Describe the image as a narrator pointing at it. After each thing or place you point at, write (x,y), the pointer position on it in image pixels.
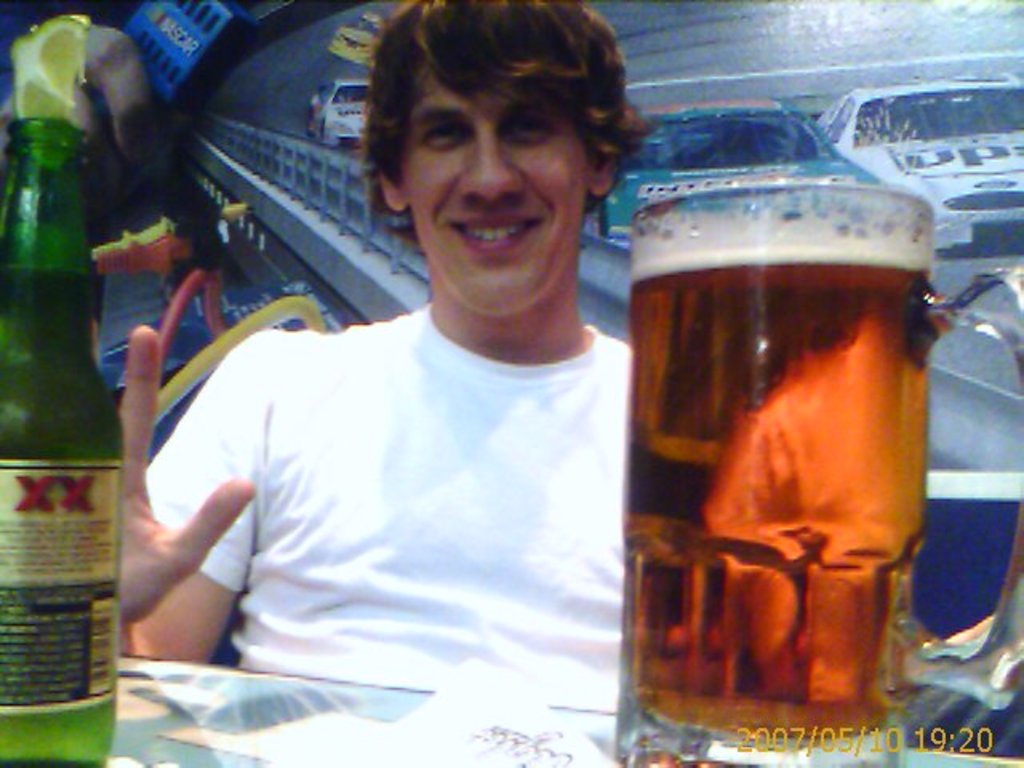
This is a picture of a man (409,542) in white t shirt (409,542) sitting on a chair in front of the man (406,541) there is a table (201,714) on the table (249,714) there are glass (645,497) and a bottle (47,440) with a lemon (32,115). Background of the man (367,445) is a wall (910,84).
